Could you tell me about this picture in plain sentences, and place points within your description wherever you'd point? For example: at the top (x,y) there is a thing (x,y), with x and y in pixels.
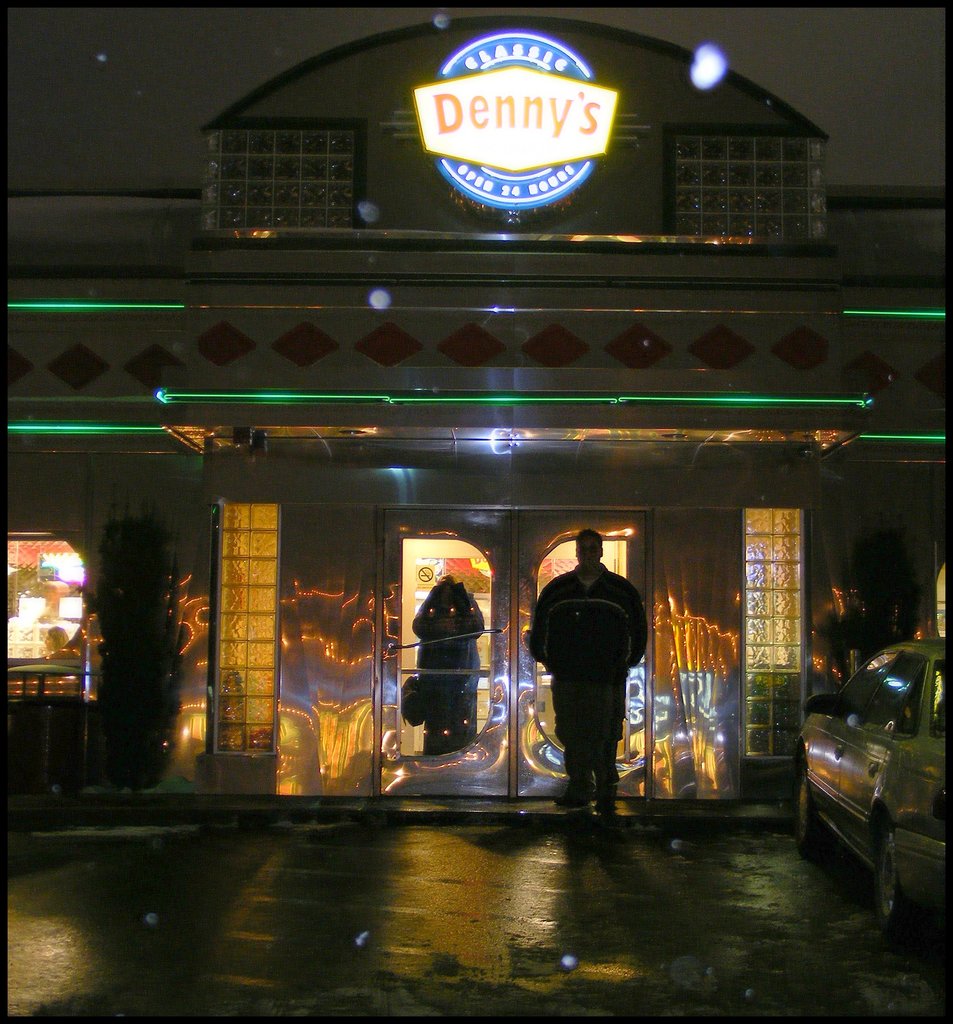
In the middle of the image (585,674) we can see a man (593,711), he is standing in front of the door (554,718), beside him we can find few plants (152,582) and a car (813,764), in the background (776,743) we can see few lights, hoarding (515,188) and a building (666,238).
